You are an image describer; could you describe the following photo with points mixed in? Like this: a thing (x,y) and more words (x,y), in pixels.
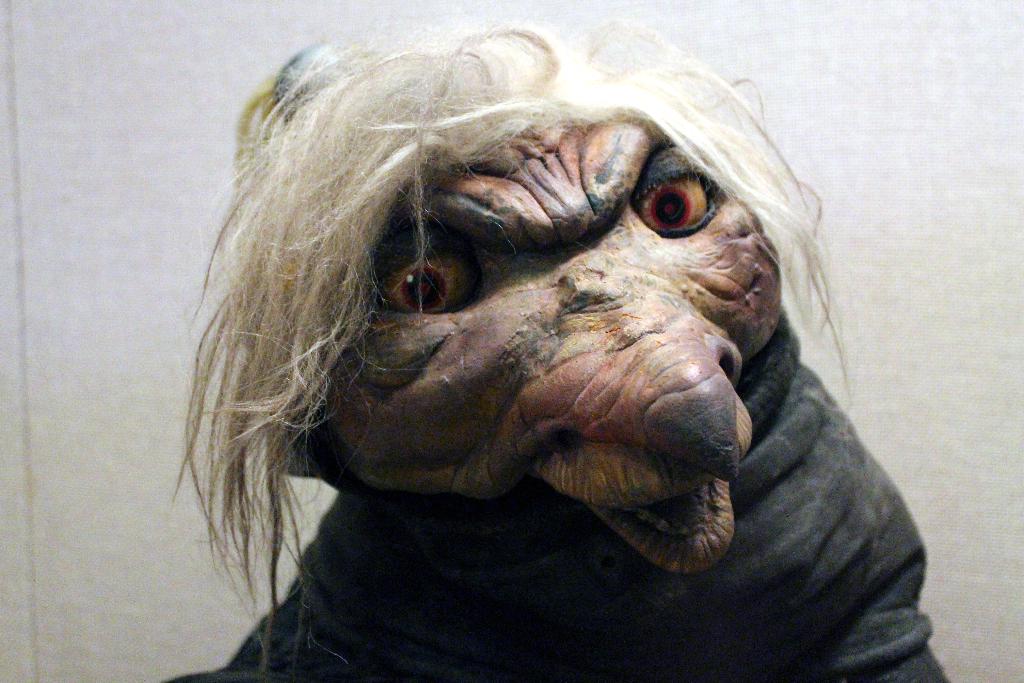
It is a toy (703,370) in the shape of monster, it has two eyes (644,186) and also the hair (444,155).
